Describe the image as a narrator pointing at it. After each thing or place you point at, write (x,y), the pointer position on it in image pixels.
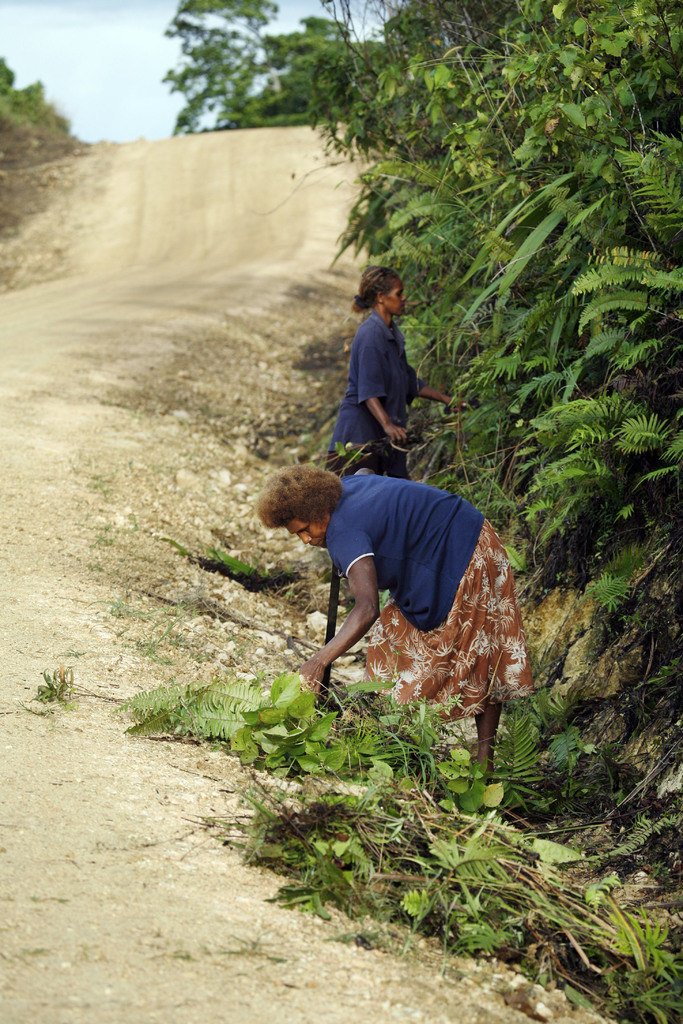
In this picture there are two ladies (396,479) in the center of the image (383,345) and there are trees (363,62) on the right side of the image (464,171), there is path (126,524) on the left side of the image (126,398).
